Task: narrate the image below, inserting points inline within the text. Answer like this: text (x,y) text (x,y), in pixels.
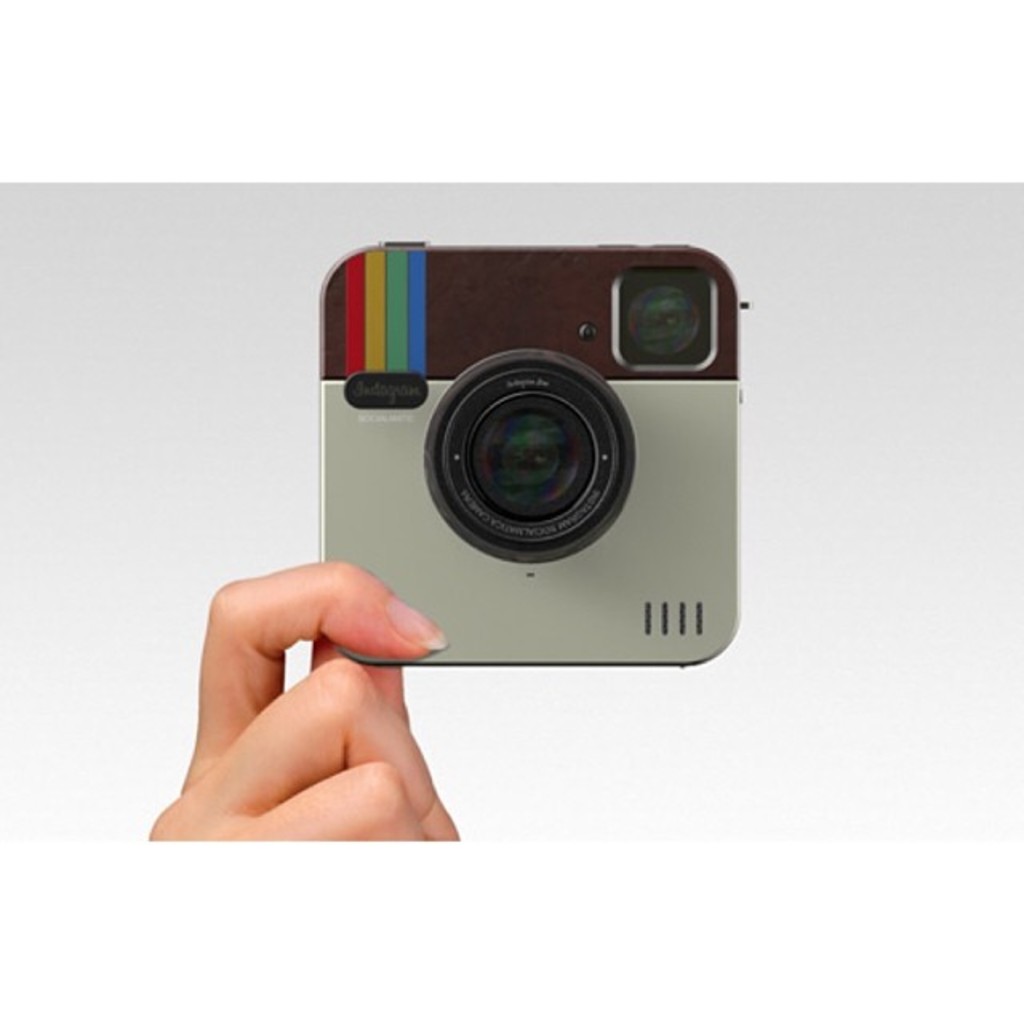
In this image I can see a person's hand (333,704) holding an object (498,515). This object (470,507) seems to be a camera (465,433). The background (92,528) is in white color.
